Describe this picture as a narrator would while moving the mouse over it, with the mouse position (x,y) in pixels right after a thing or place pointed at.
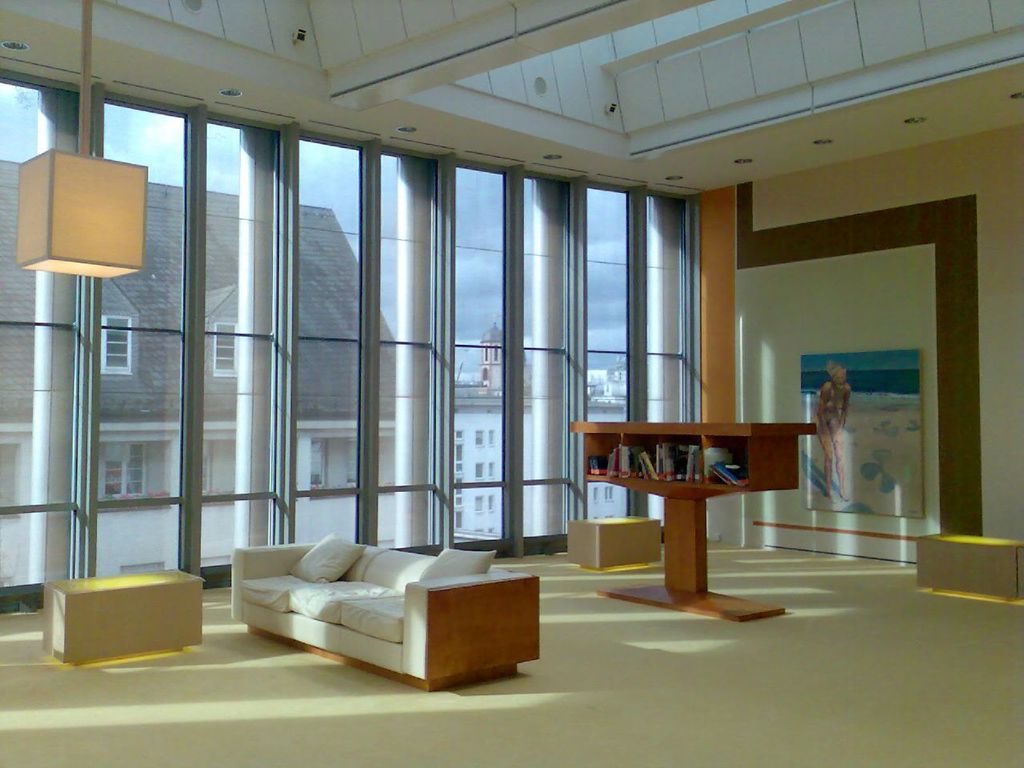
This is a room (695,556). In this room (407,560) there is a sofa (397,590) with pillows (325,554), benches (1007,566), cupboards (692,504), there are books (671,453) in the cupboards (695,486). On the wall (857,340) there is a photo frame (858,437). Also there is a glass wall (236,393). In the background (143,305) there is a building (144,373) with windows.
